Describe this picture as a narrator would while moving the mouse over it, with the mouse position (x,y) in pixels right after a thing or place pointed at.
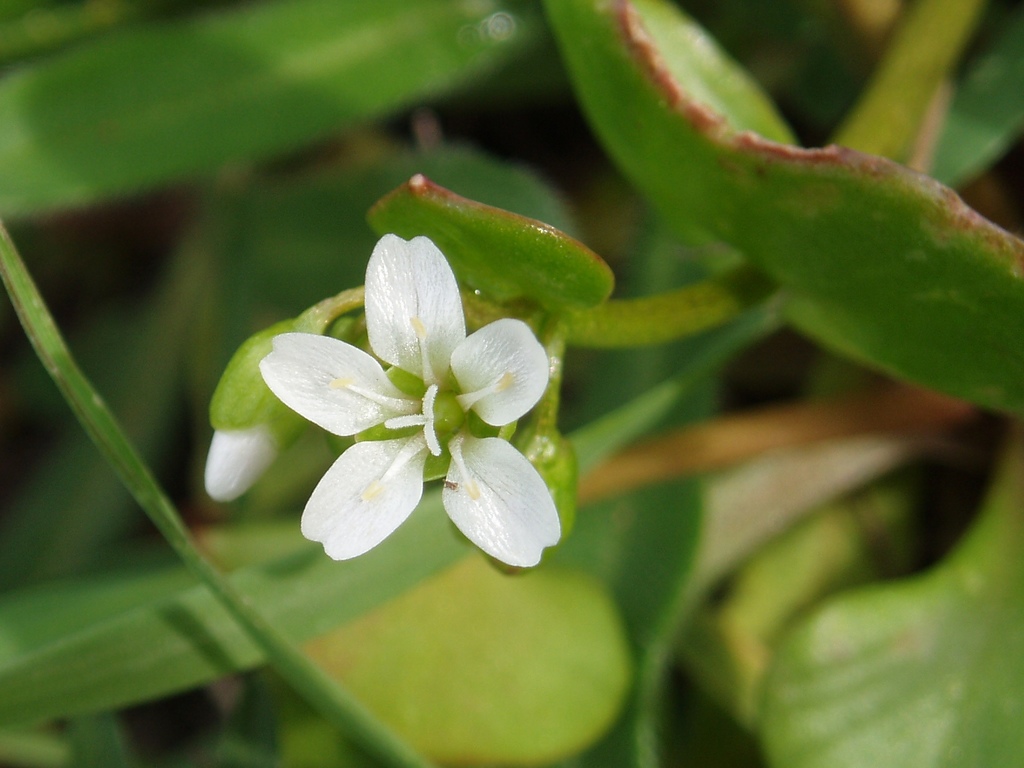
In this image we can see a flower (463,380) and bud (251,351) to the plant (711,205).
